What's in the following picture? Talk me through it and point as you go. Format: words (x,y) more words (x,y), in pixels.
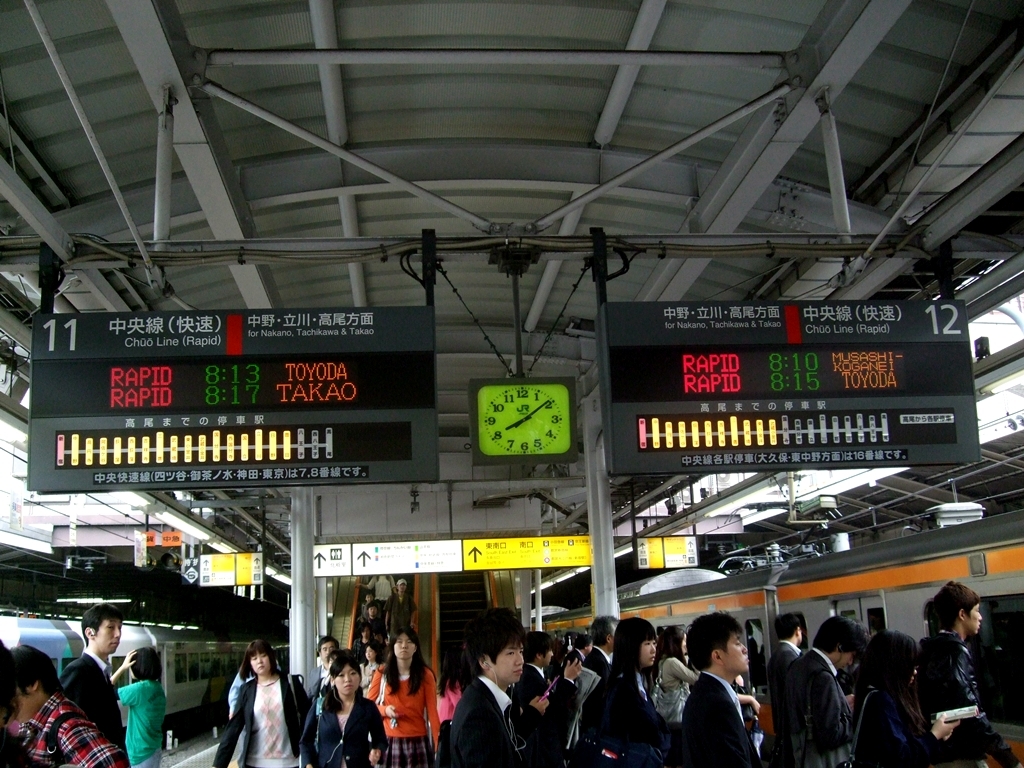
In this picture I can observe a railway station (440,666). There are some people (279,724) walking on the platform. I can observe men (464,714) and women (397,692) in this picture. On either sides of the picture I can observe trains (805,620) on the railway tracks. In the middle of the picture (519,413) I can observe a clock (506,388) hanged to the ceiling (510,347). There are two LED display screens (328,383) in this picture.
